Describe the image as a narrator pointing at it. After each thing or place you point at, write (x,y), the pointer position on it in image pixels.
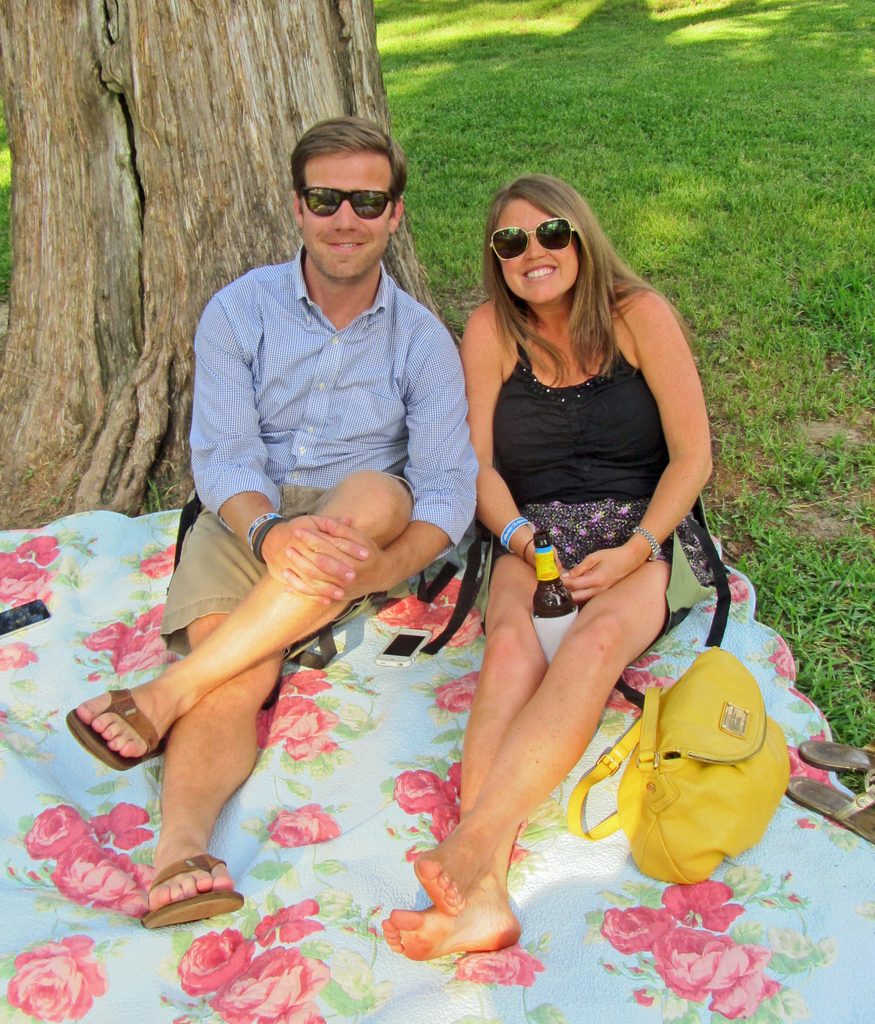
In this image I can see two people (419,488) are sitting. On the left side (199,240) I can see a tree (150,156).
